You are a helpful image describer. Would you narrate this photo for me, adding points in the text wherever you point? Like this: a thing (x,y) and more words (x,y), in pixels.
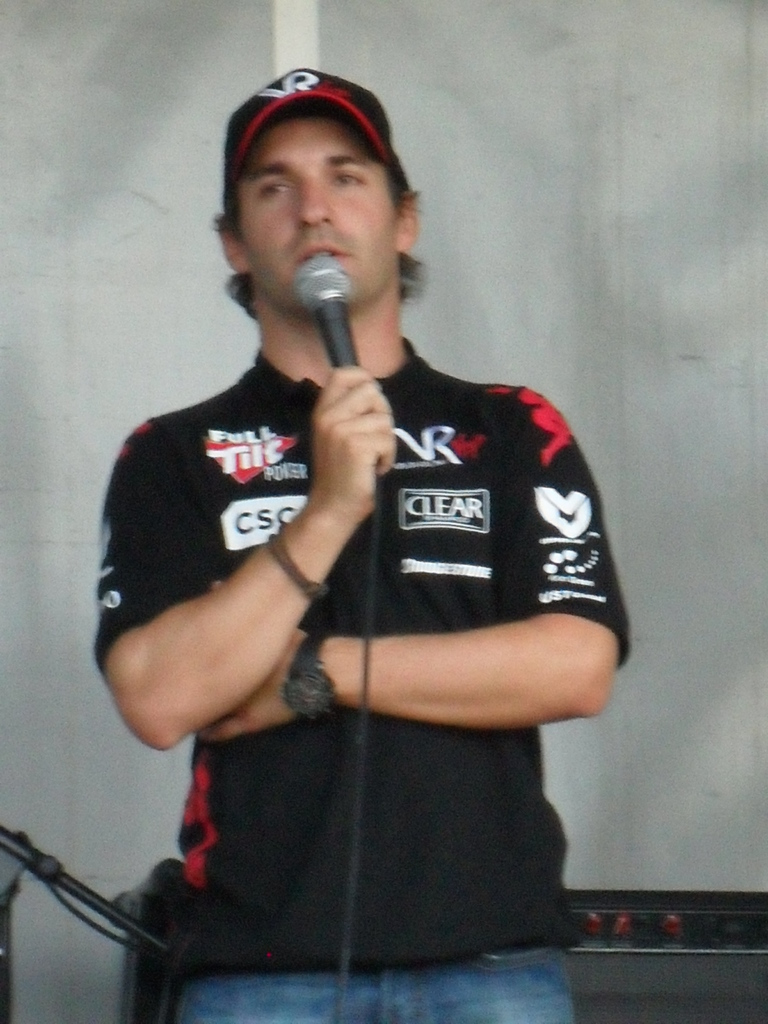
In this picture there is a man (468,638) wearing a black shirt (154,501) and a hat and holding the mic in his right hand (333,435).
